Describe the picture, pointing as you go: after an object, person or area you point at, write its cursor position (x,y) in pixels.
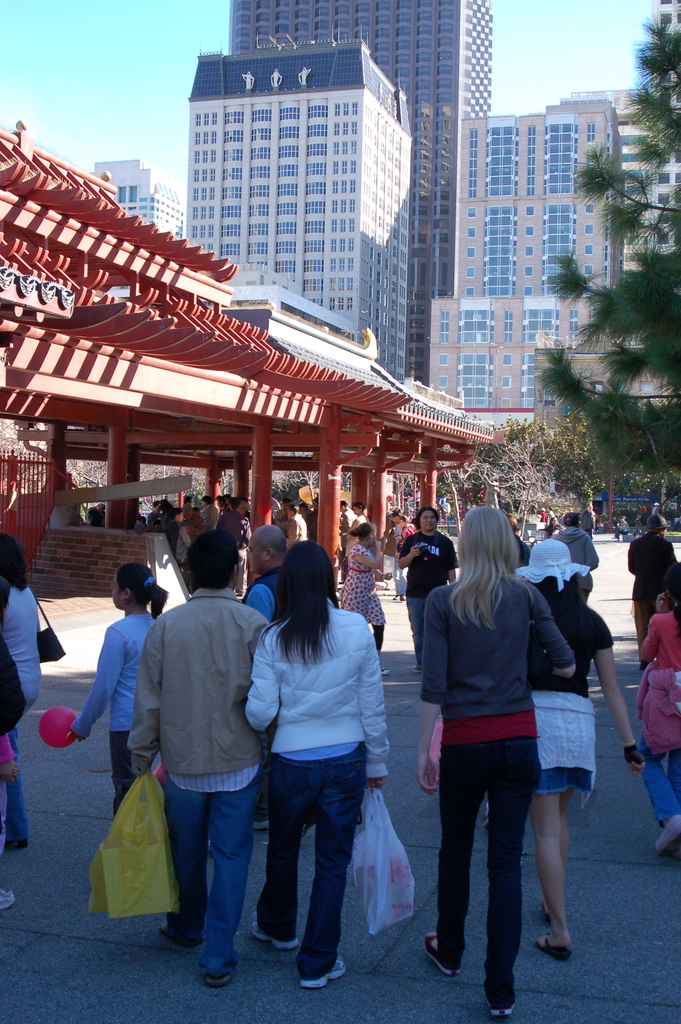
In this picture there are few persons (297,548) standing and there are few trees (589,395) in the right corner (601,360) and there are buildings (359,241) in the background (196,276).
